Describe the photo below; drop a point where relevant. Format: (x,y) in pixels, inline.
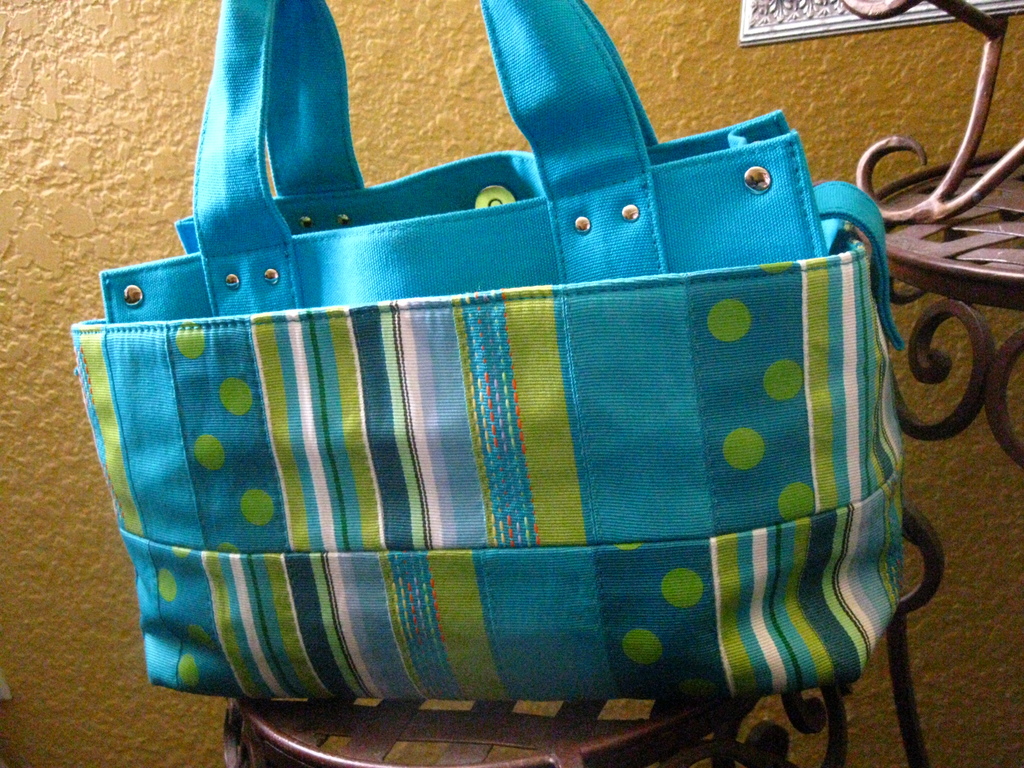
We can see blue color bag (579,473) on the chair (501,726). On the background (111,100) we can see wall (115,59), frame (774,19).
